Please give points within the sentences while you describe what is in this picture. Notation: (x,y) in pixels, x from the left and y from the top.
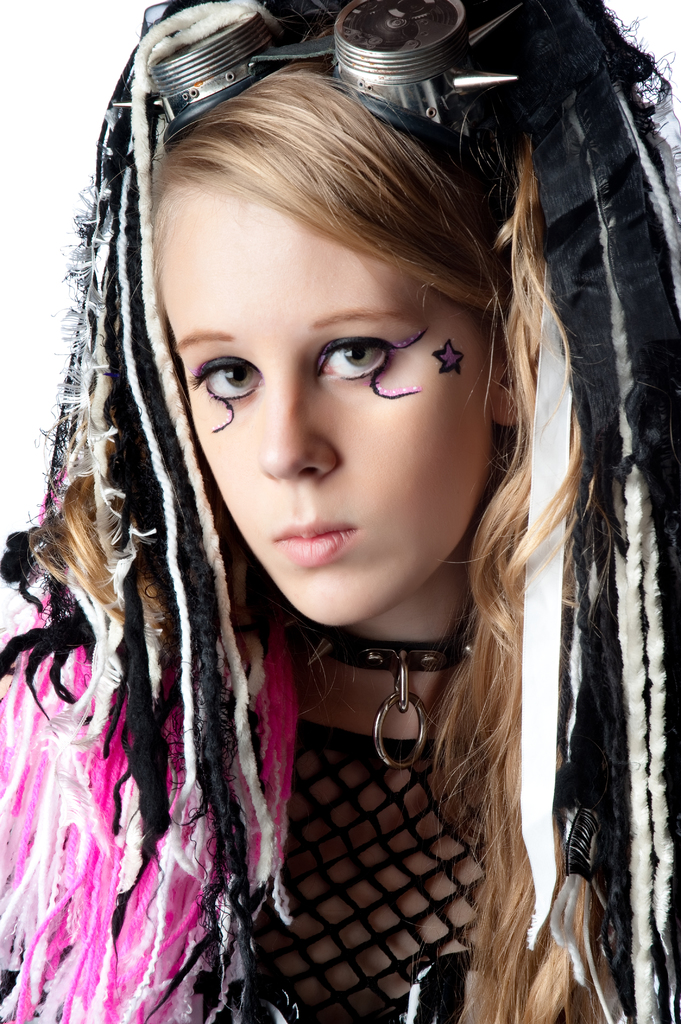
In this picture we can see a girl (333,587) wearing different hairstyle (391,193).
